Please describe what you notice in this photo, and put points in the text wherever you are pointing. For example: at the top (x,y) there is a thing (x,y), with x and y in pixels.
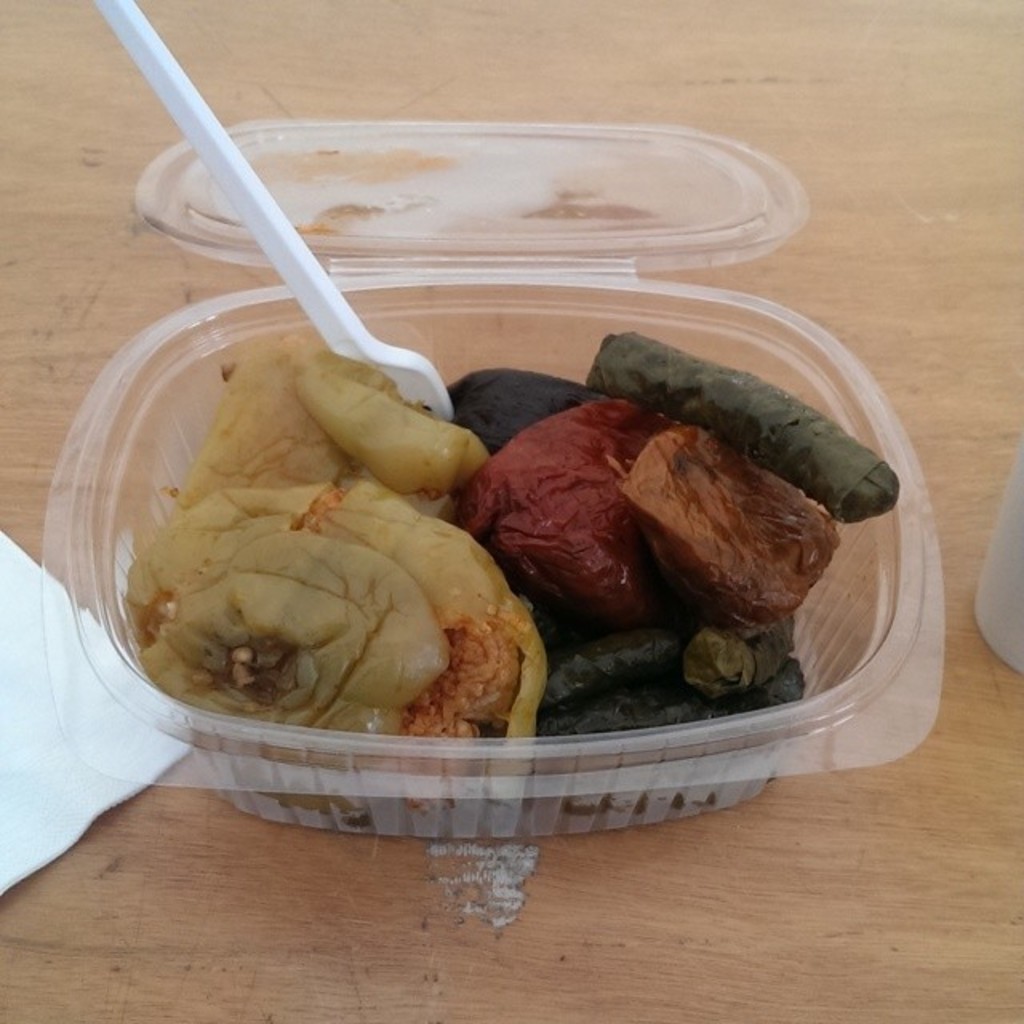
In this image I see the box (513,255) on which there is food (428,496) which is of cream, red, green and orange in color and I see the white color spoon (434,396) over here and I see the white tissue (16,738) over here and these all things (195,724) are on the brown color surface (641,839).
